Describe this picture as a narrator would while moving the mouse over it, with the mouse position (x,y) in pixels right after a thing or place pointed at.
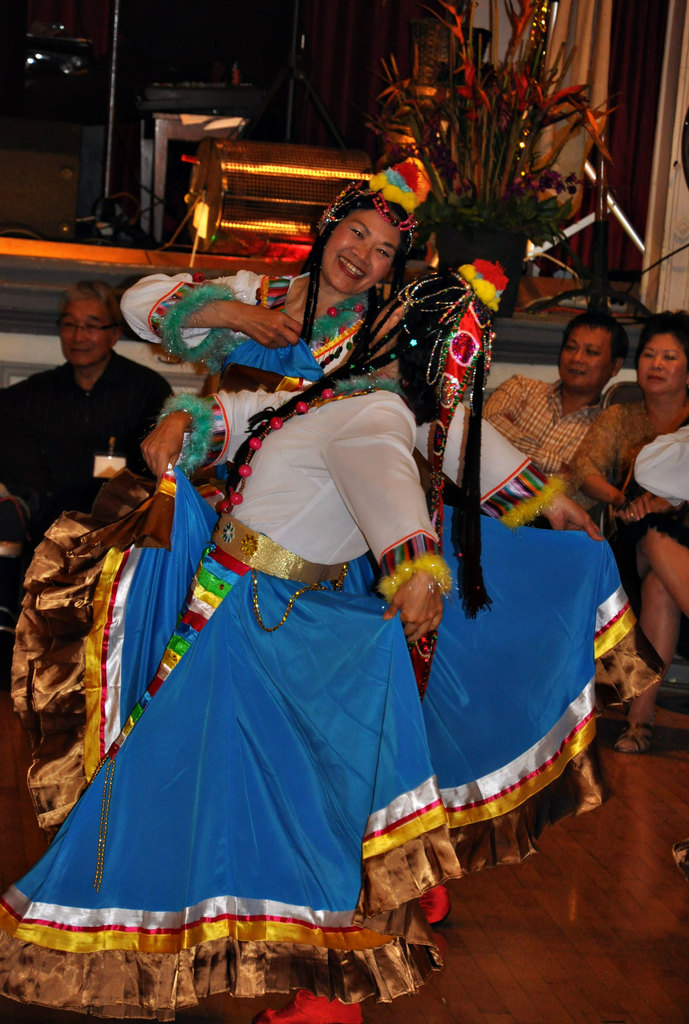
In this picture there are two persons (289,543) dancing and wore costumes (290,354), behind two persons (283,390) there are people (586,461) sitting and we can see floor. In the background of the image (593,233) we can see house plant (458,142) and objects (210,89).
